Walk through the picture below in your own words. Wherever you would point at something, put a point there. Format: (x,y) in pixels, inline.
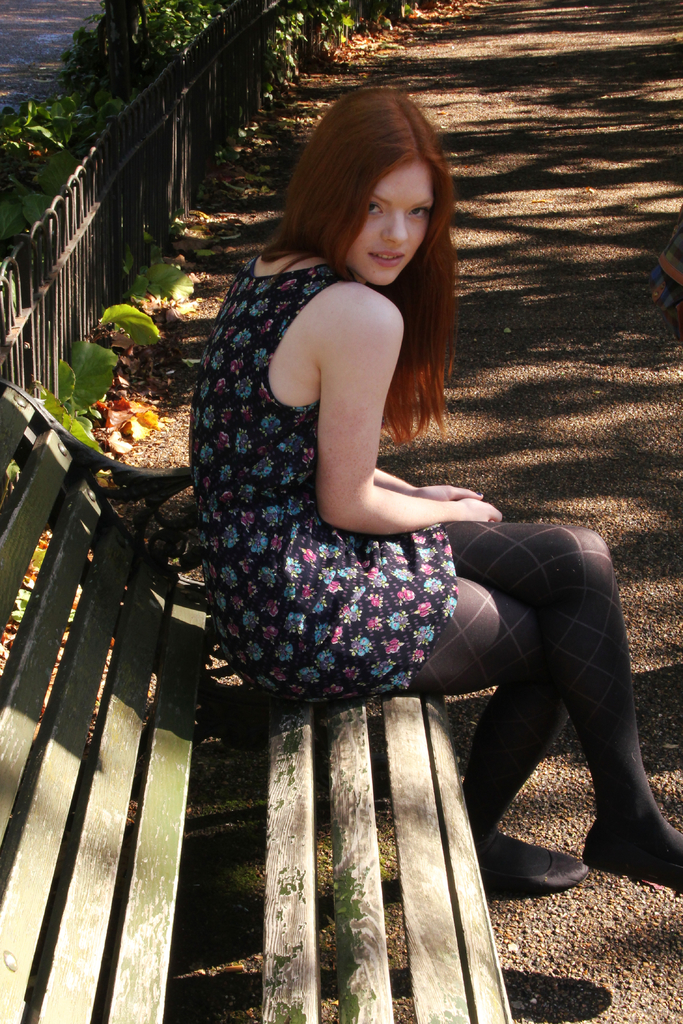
In this picture we can see a girl (328,652) sitting on the wooden bench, smiling and giving a pose to the camera. Behind there is a black fencing railing (190,108) and some green plants (189,21).
